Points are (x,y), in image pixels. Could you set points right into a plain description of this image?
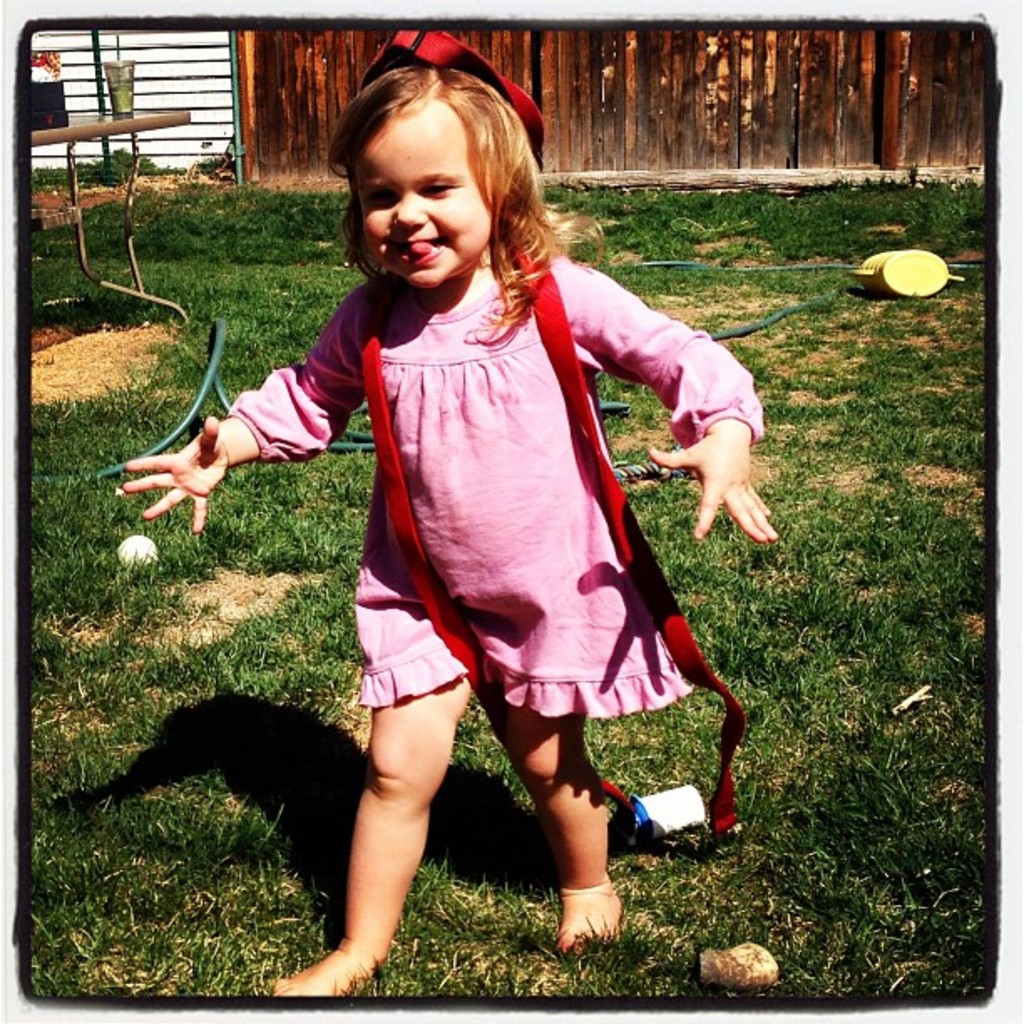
In the picture I can see a child (506,470) wearing a pink color dress (398,606) is walking on the grass (852,584), here I can see few objects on the grassland (807,973), I can see a pipe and I can see a table (50,141) on which a glass (121,67) with a drink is placed on it and I can see the wooden fence (869,119) in the background (278,74).
